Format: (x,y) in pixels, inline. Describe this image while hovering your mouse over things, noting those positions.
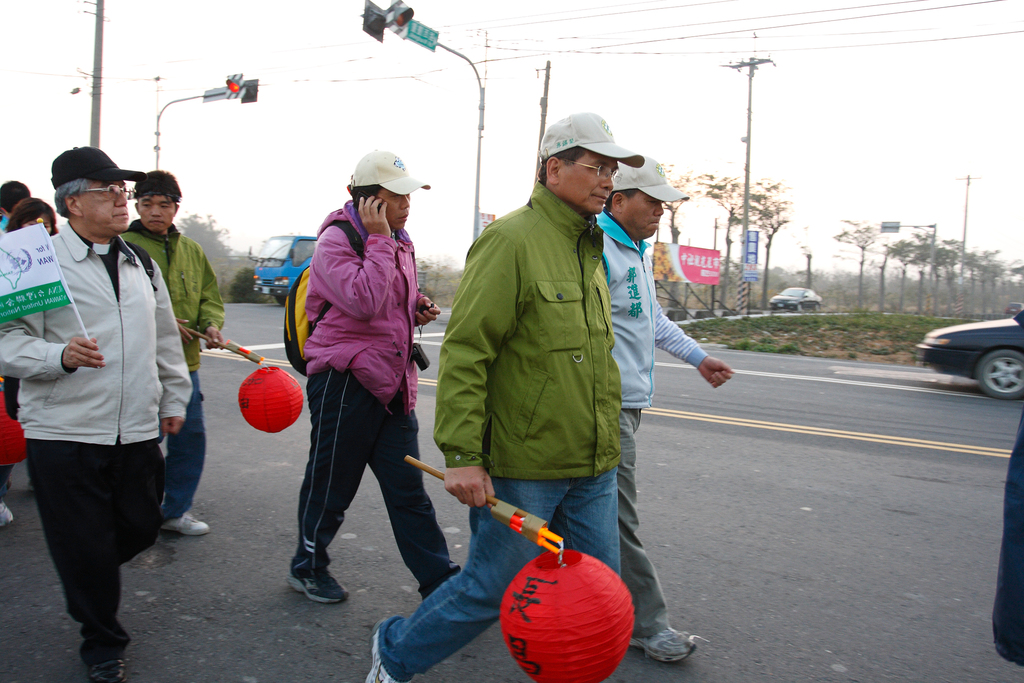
In the image we can see there are people (443,437) walking, wearing clothes (525,488), shoes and some of them are wearing cap (625,177) and they are holding objects (531,522) in their hands (221,341). Here we can see, road (890,506) and there are vehicles (940,371) on the road (863,382). There are signal poles (229,90), electric poles (751,105) and electric wires (781,15). We can even see there are trees (879,291), grass (846,329) and the sky (793,148).
